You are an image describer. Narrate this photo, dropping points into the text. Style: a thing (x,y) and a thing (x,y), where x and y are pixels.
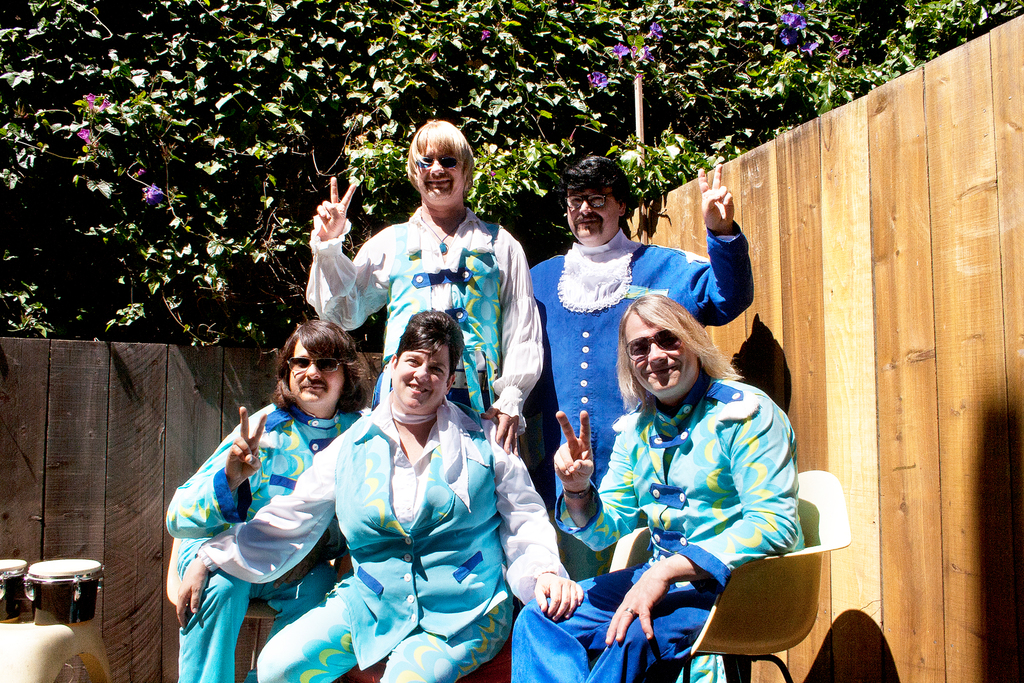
In this image I can see five people (570,188), three people (291,355) sitting and two people (435,170) standing and posing for the picture and I can see a wooden wall (136,430) behind them and trees (367,74) at the top of the image (391,72).
